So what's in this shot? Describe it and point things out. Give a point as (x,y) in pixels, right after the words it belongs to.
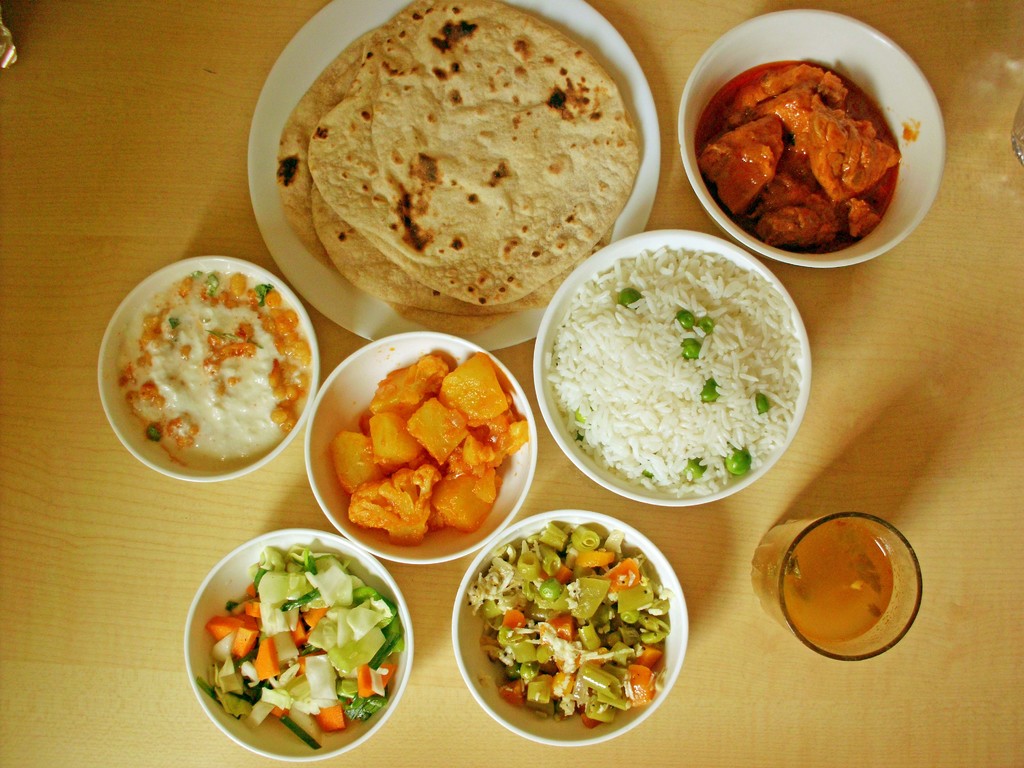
In the foreground (257,79) I can see a plate (325,46) in which chapatis (380,196) are there and bowls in which curries (194,388), salad (343,612), rice (696,408) and non-veg items (786,193) are there and a glass (777,531) which are kept on the table (747,651). This image is taken in a room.
